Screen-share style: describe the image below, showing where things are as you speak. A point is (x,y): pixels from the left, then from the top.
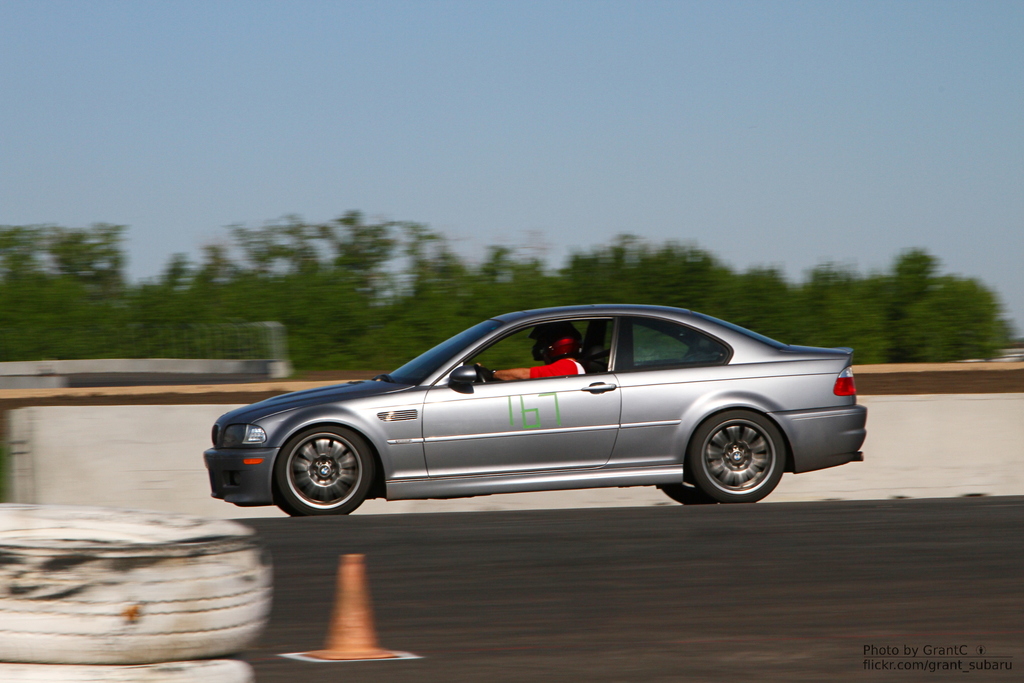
In this image we can see a person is riding car (428,456) on the road (269,535), traffic cone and tyres (207,582). In the background (19,422) we can see wall (66,415), trees (177,268) and sky (162,55).
